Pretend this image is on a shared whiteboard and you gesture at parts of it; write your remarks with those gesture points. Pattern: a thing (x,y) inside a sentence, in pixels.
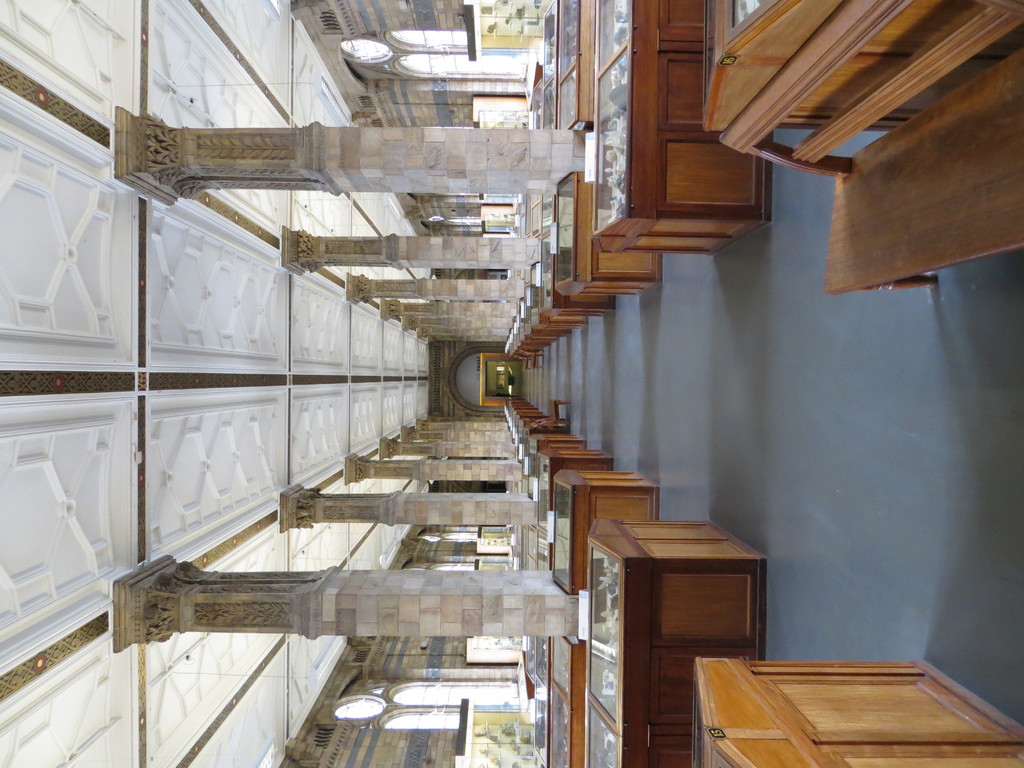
In the center of the image (402,362) there is a building (372,38), wall (460,28), roof (269,449), one bench (922,225), tables (671,34), pillars (421,162) and a few other objects (510,4). In the tables (614,511), we can see a few other objects (529,296).
